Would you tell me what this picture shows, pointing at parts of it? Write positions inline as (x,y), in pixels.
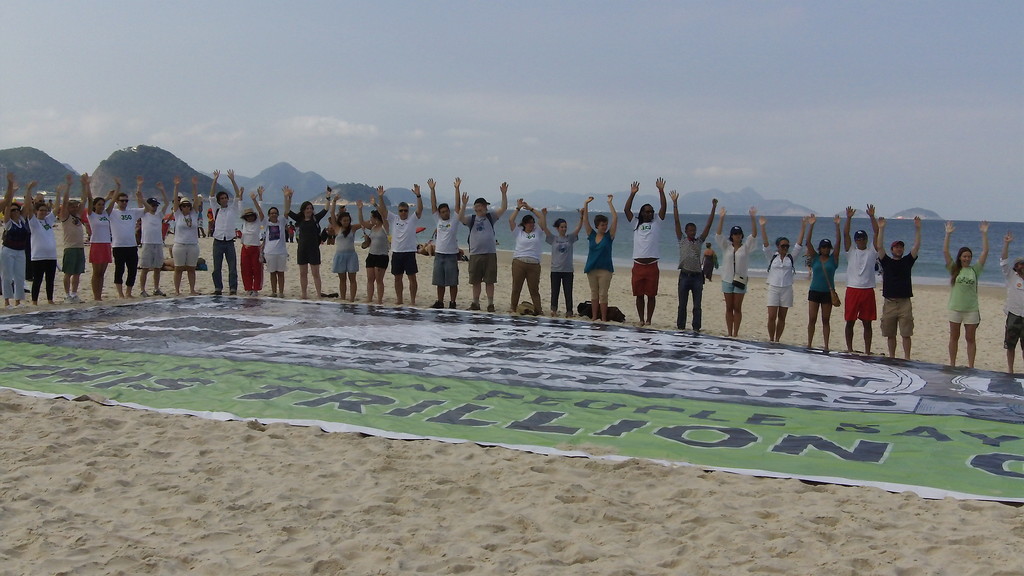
In the foreground of this picture (256,294), there are persons (867,312) standing on the sand (938,301) and raising their hands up in front of them there is a big banner (550,411). In the background (985,146), there are mountains (132,175), sky (862,206) and the water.
